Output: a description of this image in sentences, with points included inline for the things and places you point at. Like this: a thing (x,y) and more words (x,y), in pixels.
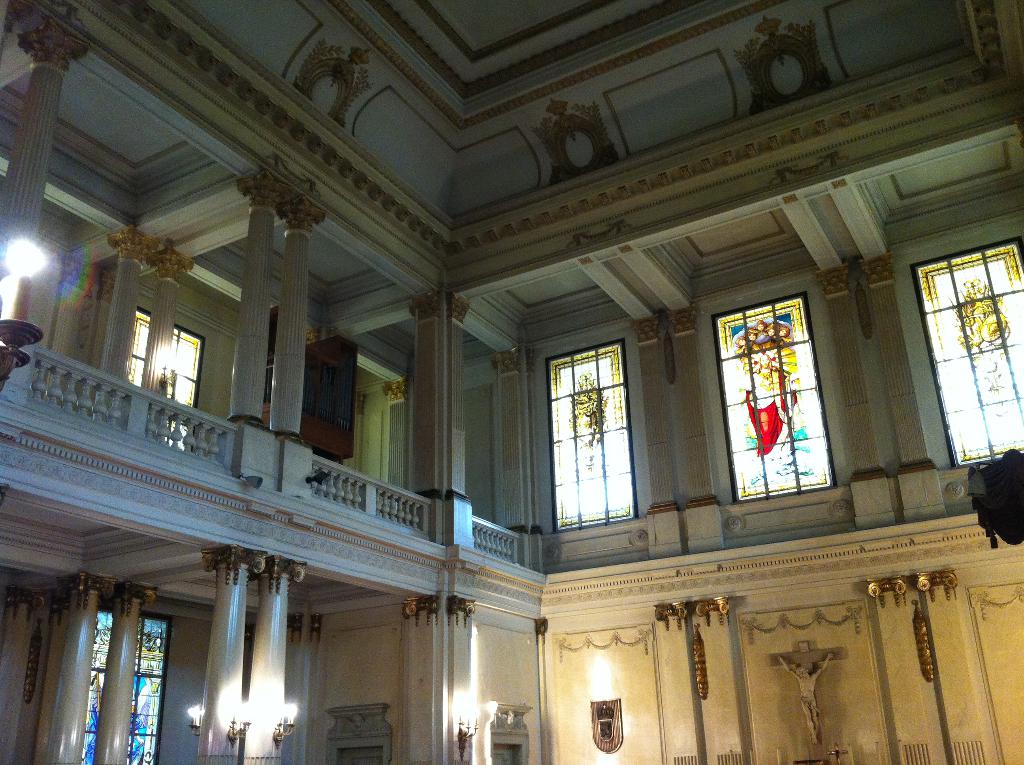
In this image I can see the interior (451,282) of the building (394,393) in which I can see few pillars (161,321) of the building (155,366), few windows (190,368), few lights (5,276), the railing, the ceiling (616,12), walls (629,692) and a statue (820,716) of a person (787,661).
